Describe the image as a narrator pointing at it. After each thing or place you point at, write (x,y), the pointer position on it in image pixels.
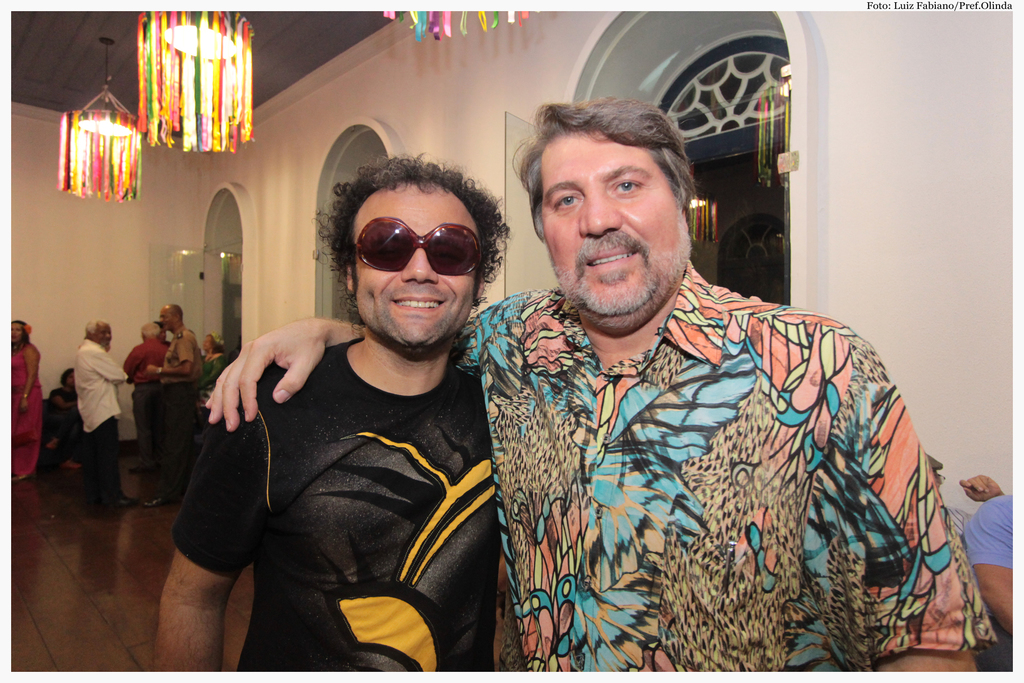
In this picture we can see some people (162,354) standing, two men (699,499) in the front (489,461) are smiling, in the background (92,233) there is a wall (78,254), we can see two lamps (160,109) and ribbons (145,123) here, there is some text (900,6) at the right top of the picture (876,6).
